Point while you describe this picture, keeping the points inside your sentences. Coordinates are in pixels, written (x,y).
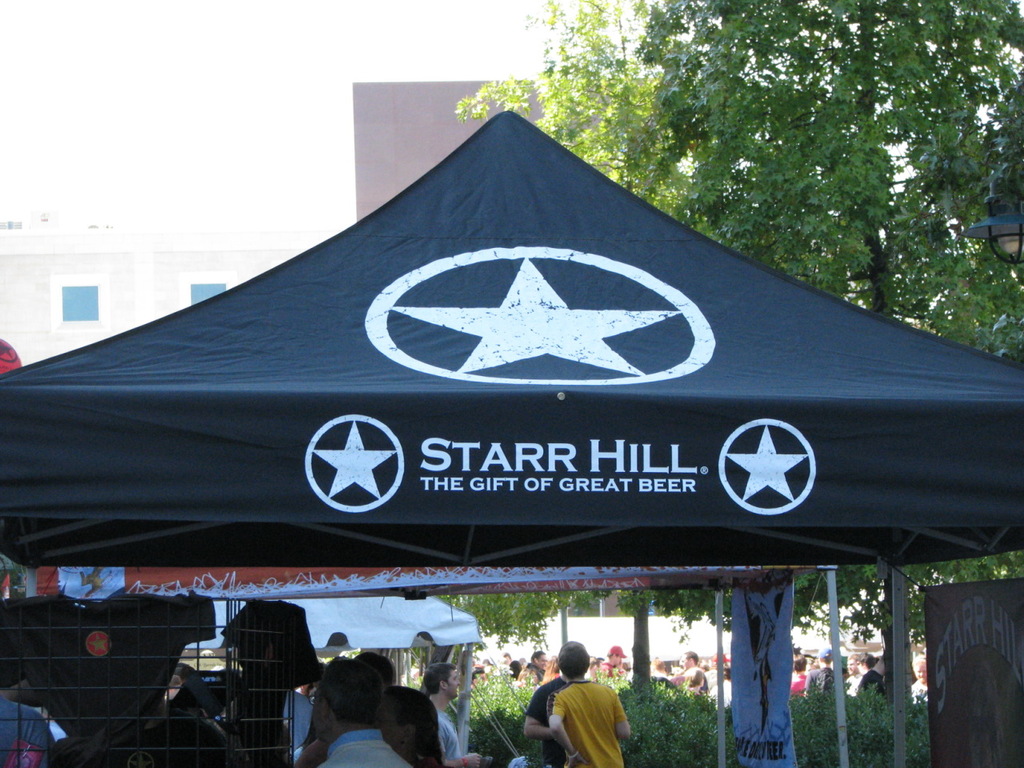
In this picture we can see group of people (424,742) standing, in the background of the picture (98,245) there are some trees (643,675), buildings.
